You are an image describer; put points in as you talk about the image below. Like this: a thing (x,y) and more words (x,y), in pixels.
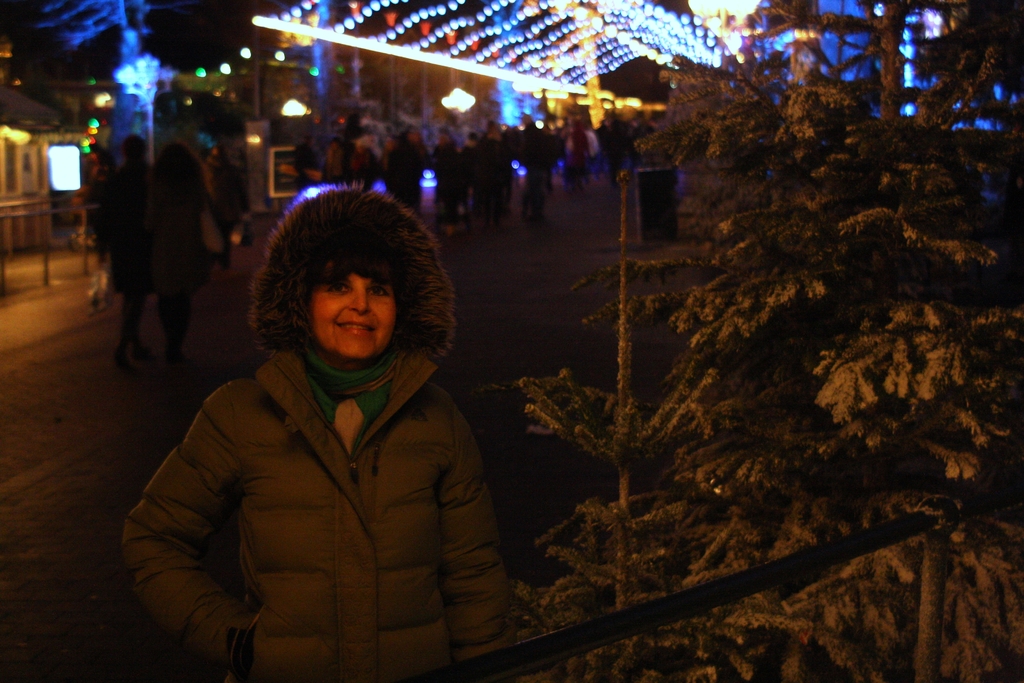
In this image I can see plants (760,396), trees (666,303), crowd (231,214) on the road (541,265), decoration lights (560,59), buildings (394,105) and fence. This image is taken may be during night.
